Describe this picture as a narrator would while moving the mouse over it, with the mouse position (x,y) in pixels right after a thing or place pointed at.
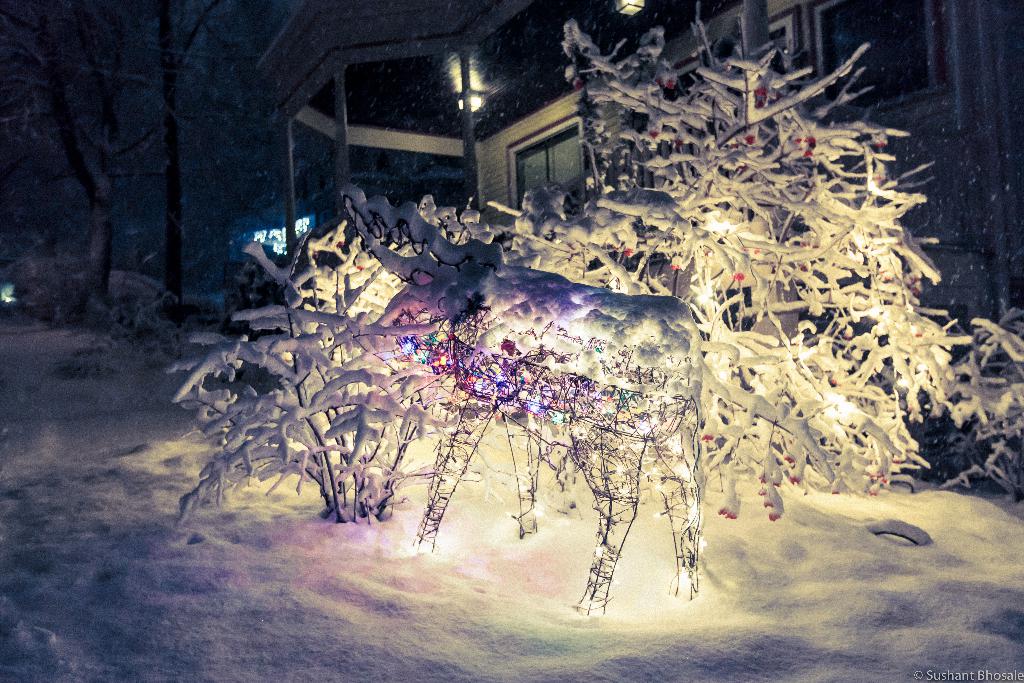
In the image we can see there is a snowfall in an area and the ground (206,592) is covered with snow (717,598). There are trees (163,42) beside the trees (167,111) there is a house (445,122) in front of the house (430,133) there are plants (329,364) and a christmas tree (741,148) which is decorated in front of the tree (576,273) there is a deer shaped iron toy (463,330) even it is decorated and everything in the area such as trees (82,32), decorative items (506,381), christmas tree (715,321) everything is covered with snow (375,513).
